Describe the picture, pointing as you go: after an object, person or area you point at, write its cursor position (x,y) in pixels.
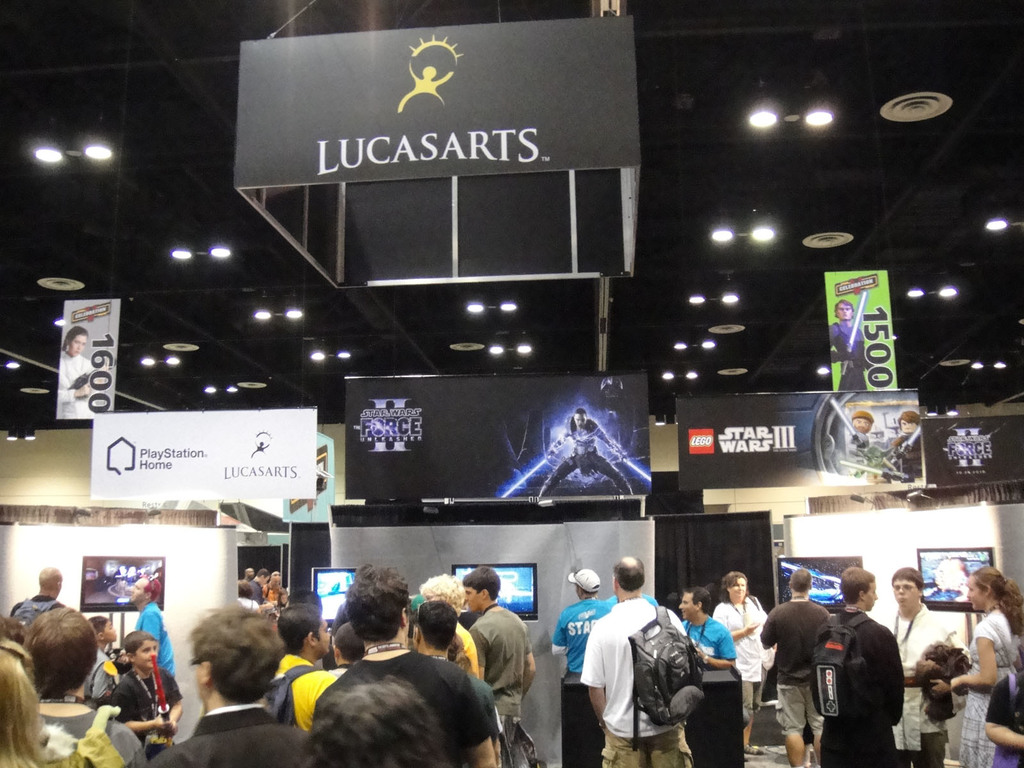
In this image, we can see people (612,600) wearing id cards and some are wearing bags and holding some objects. In the background (584,473), there are boards (365,437) and we can see some text (737,448) on them and there are screens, lights (733,301) and stands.
